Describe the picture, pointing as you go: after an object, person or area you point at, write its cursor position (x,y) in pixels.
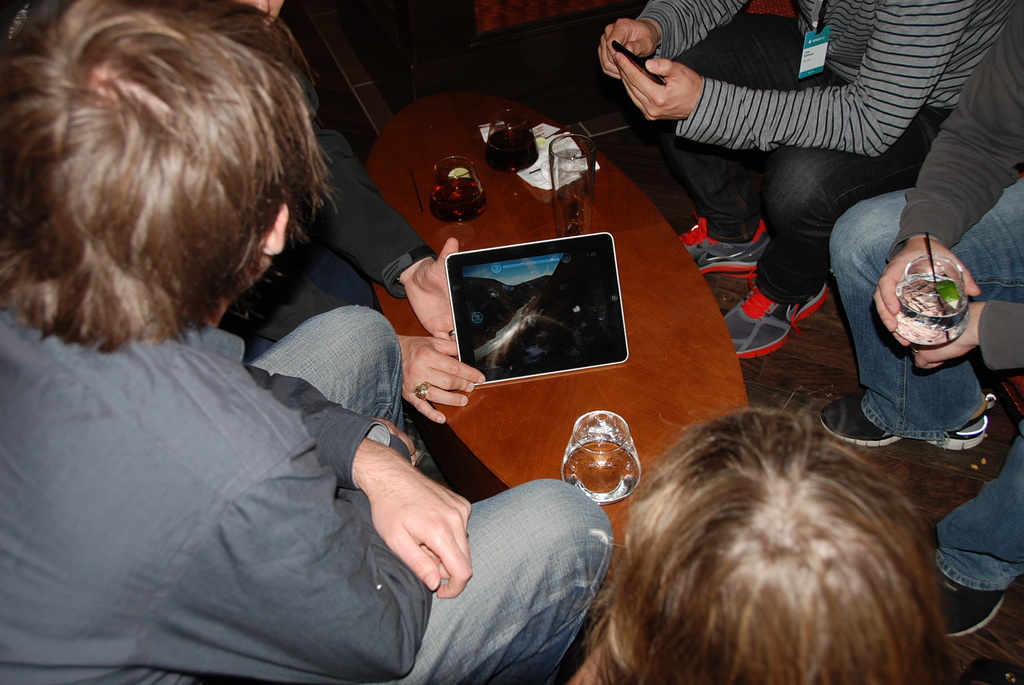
There is a table (650,359). On that there is a tab (565,360), glasses (510,158) and some other items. Some people (386,232) are sitting around that. And the person (888,170) on the right (811,134) is holding mobile (641,62) and wearing a tag (818,33). And a person (911,414) is holding a glass (915,317).
